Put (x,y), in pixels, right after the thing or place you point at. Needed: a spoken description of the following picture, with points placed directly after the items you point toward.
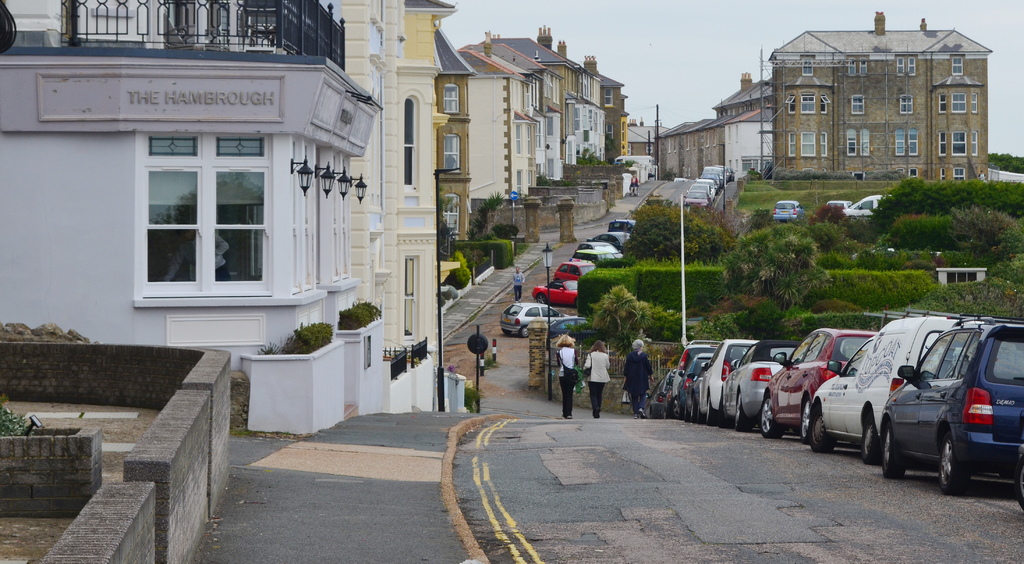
It is a street (532,253) there are plenty of houses (434,135) in a row and there is a road (507,374) in between the houses (663,169) there are different cars (733,396) parked in a sequence beside the wall (616,392) and there are few people (641,386) walking on the road (532,423), in the right side (691,293) there is a beautiful garden (862,235) and in the background (686,47) there is a sky (729,69).
